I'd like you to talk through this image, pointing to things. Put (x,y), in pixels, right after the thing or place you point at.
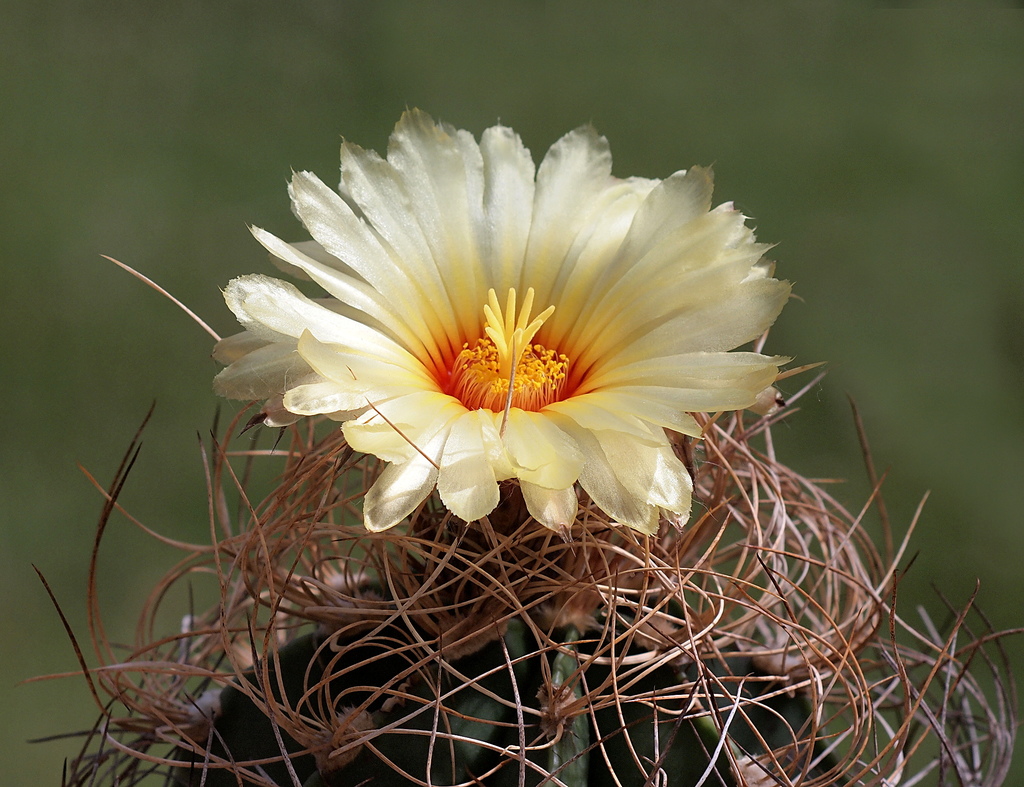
In this image I can see a flower (449,373) which is cream, yellow and orange in color to a plant (473,609) which is green and brown in color. I can see the blurry background (320,55) which is green in color.
